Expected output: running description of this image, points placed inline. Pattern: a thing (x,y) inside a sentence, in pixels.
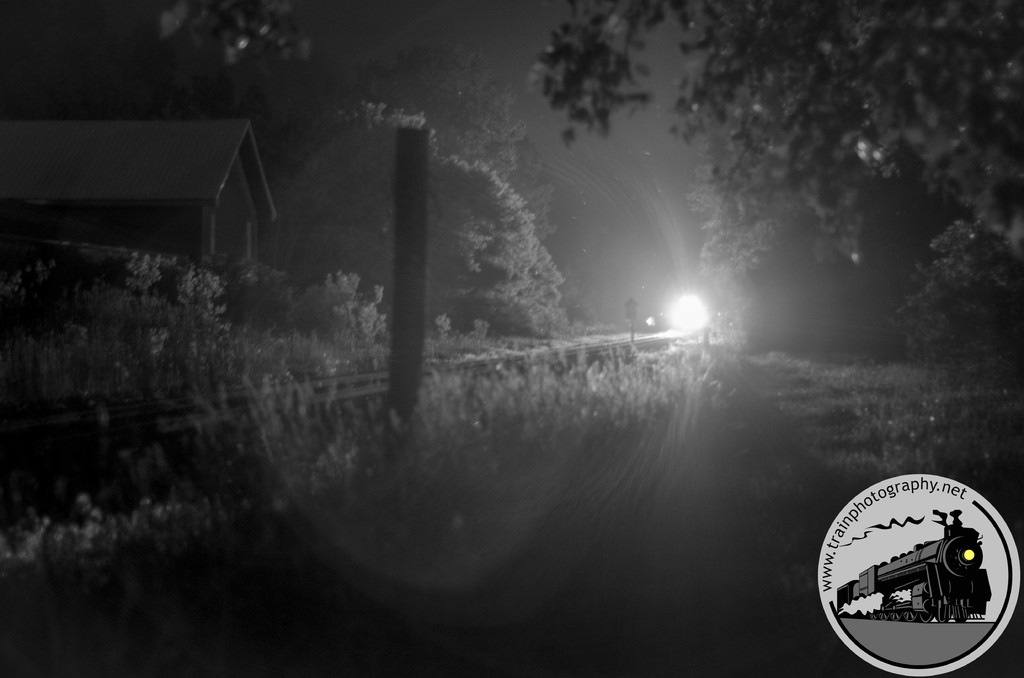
It is a black and white image and there is a lot of greenery (353,249) and on the right side (698,308) there is a light (680,306) and it looks like it is a light (684,321) coming from the train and there is a house (147,194) in between the trees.
